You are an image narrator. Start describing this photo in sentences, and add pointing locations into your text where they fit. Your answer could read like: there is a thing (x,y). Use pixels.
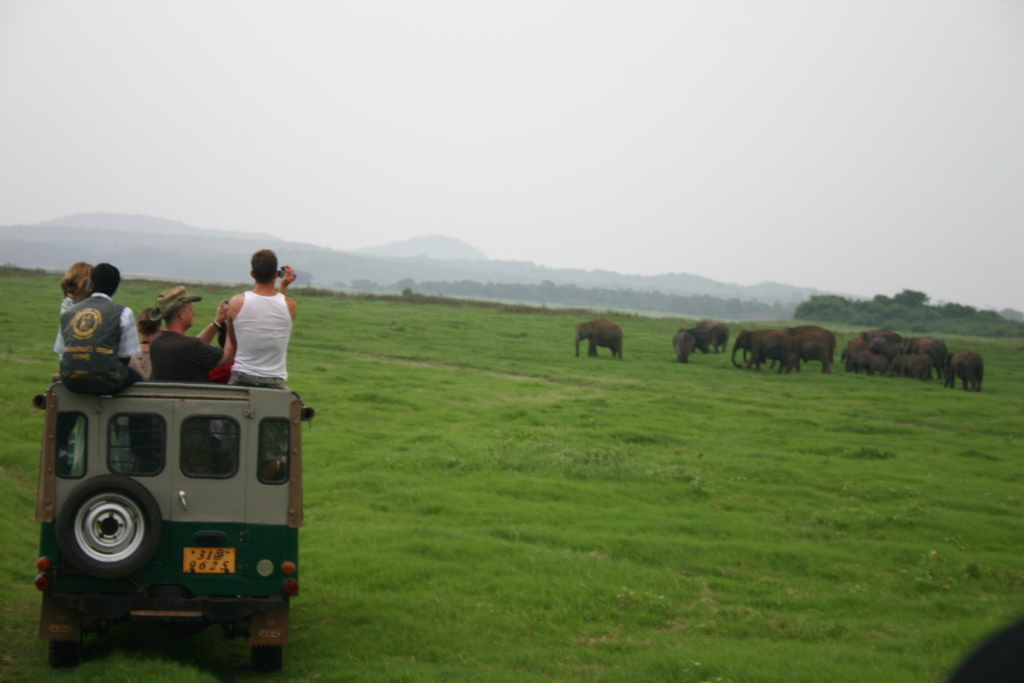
In this image we can see some people (203,362) travelling in a vehicle (280,398). Two persons (235,340) are taking pictures with a camera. On the backside (191,254) we can see some elephants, grass (655,403), trees (921,317), hills (788,301) and the sky (683,172).
